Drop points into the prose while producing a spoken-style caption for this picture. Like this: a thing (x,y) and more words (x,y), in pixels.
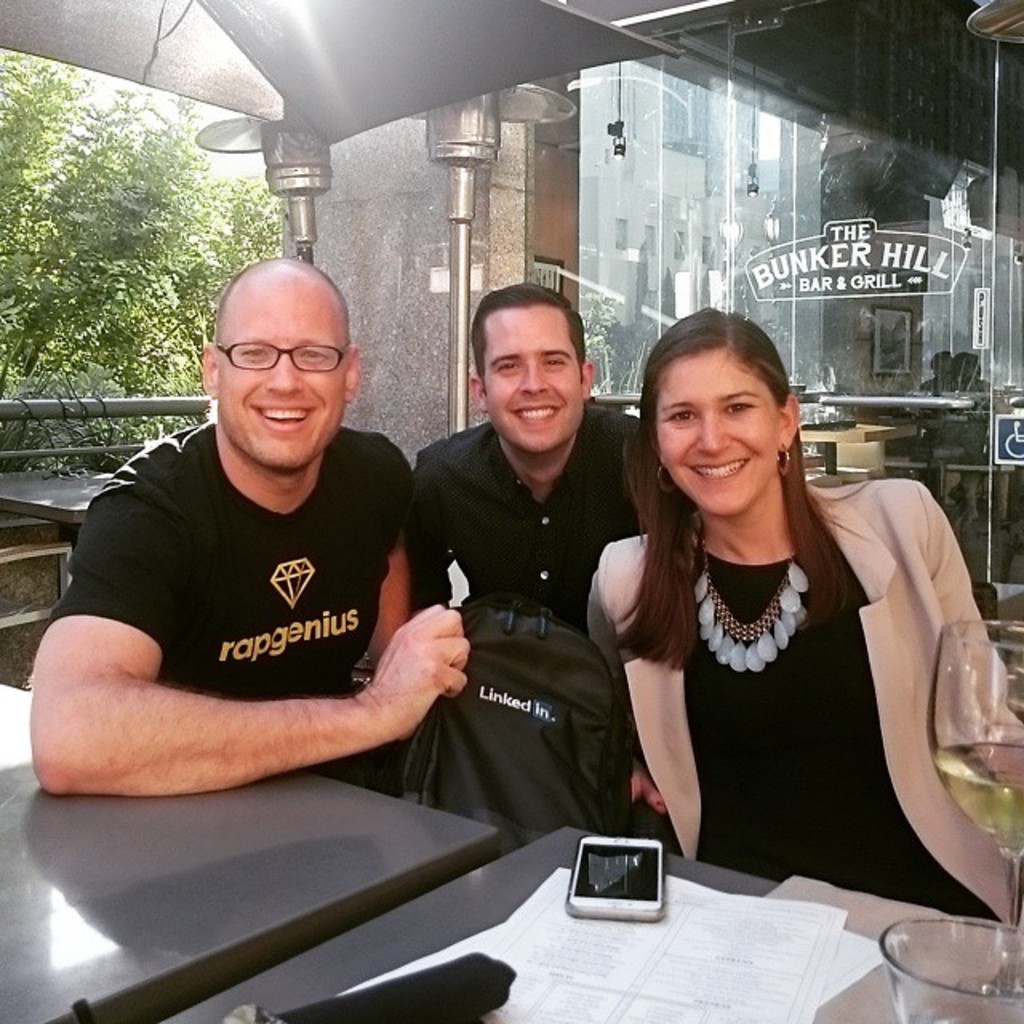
In this image we can three persons (737,611). One woman (740,563) is wearing a coat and one person (322,577) is wearing spectacles (290,362) and holding a bag (509,659) in his hand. In the foreground (425,945) we can see a mobile phone (658,899), paper (667,986) and a glass (954,968) placed on a table (422,930). In the background (466,222), we can see a group of poles (304,232), trees (137,320) and a building (699,225).
